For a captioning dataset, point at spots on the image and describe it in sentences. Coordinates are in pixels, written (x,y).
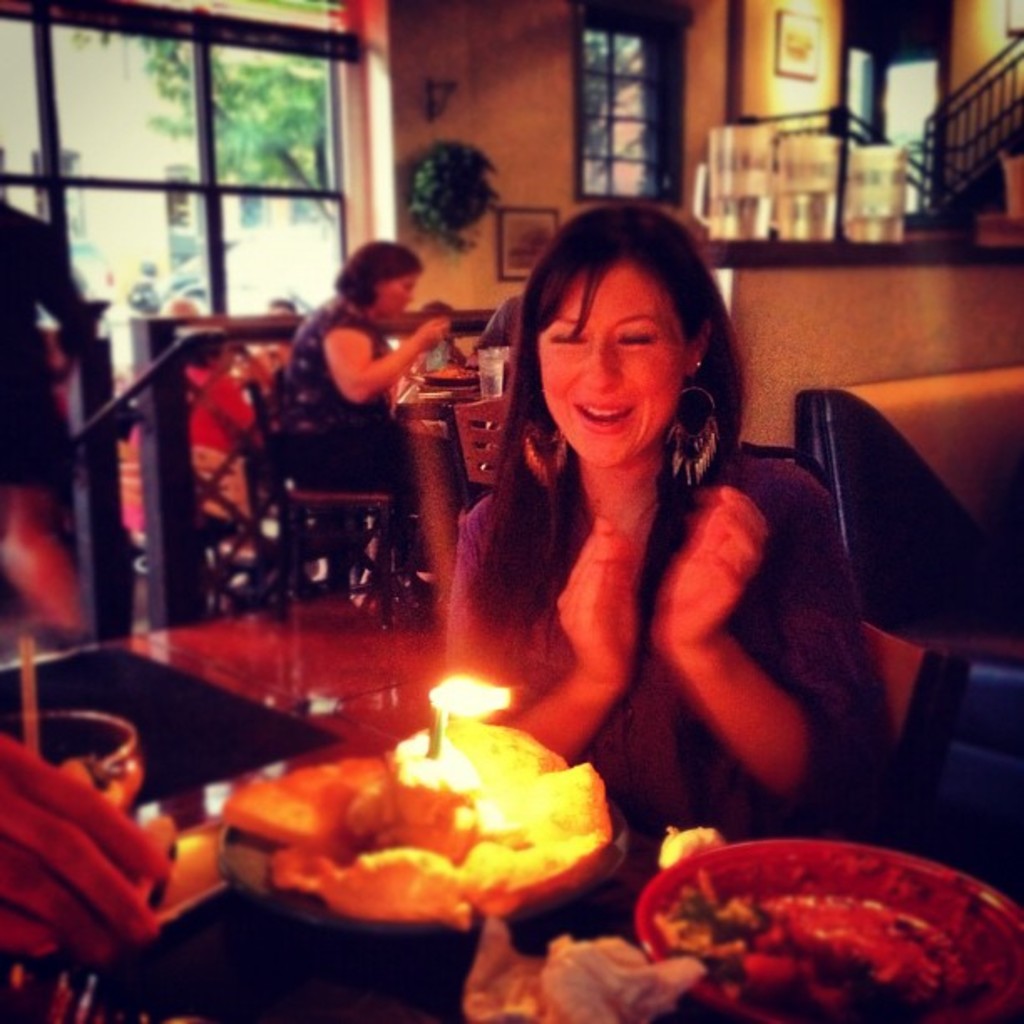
In this picture we can see a woman (584,421) is sitting and smiling, and in front (594,886) here is the table (591,902) and cake (454,796) and some objects (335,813) on it, and at back (419,345) here another person (422,333) is sitting, and here is the window (227,260).
